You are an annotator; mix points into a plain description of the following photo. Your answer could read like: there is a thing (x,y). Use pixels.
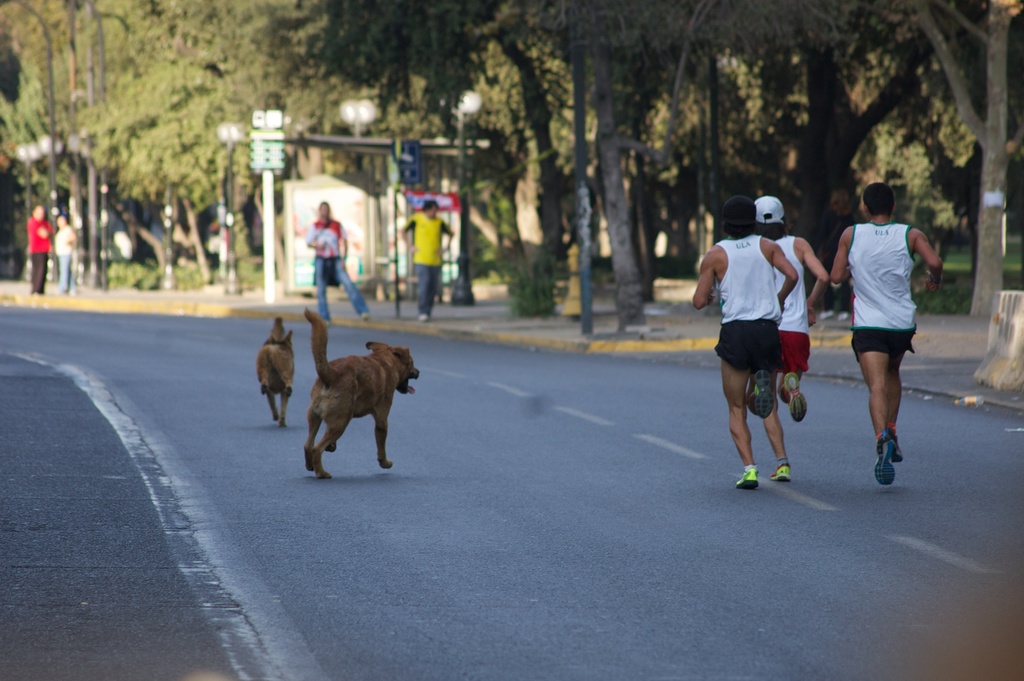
This image consists of many people (71,262). On the right (728,356), there are three men (742,298) running on the road (889,602). On the left (325,398), there are two dogs (322,368) running on the road (310,539). At the bottom (507,557), there is a road (448,502). In the background (689,140), we can see many trees (678,117). And there are four persons (417,251) standing on the pavement (631,344). In the middle (393,229), there is a small cabin (368,194).
